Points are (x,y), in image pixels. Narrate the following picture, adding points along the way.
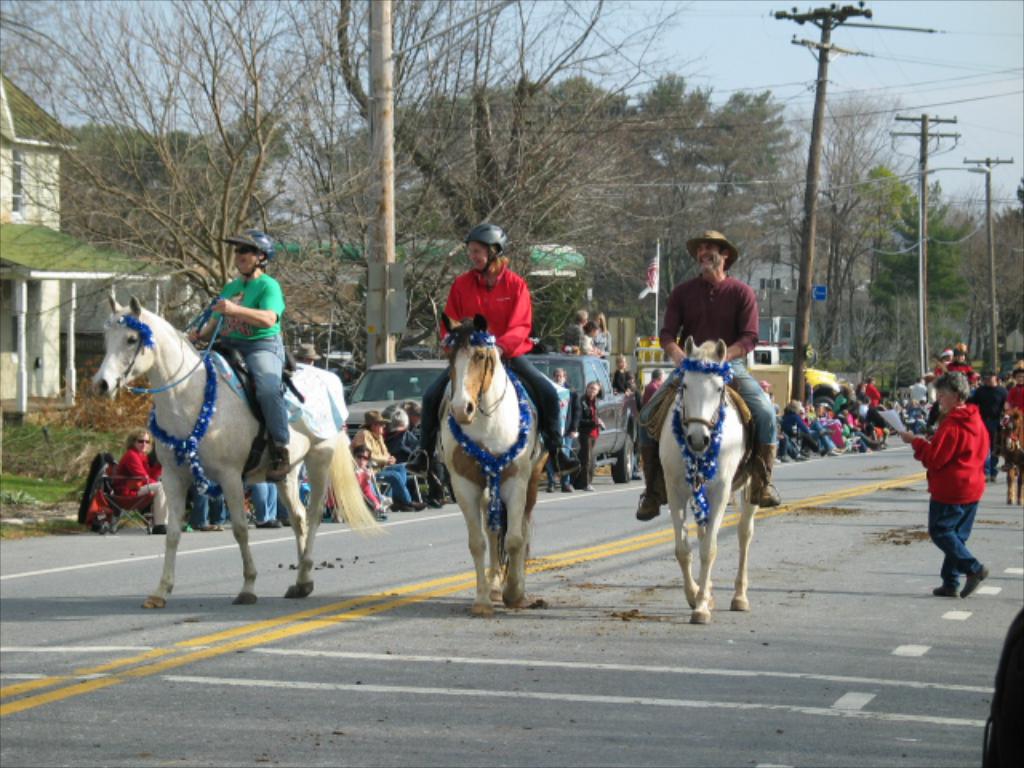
In this image we can see these people (723,335) wearing helmets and shoes (418,468) sitting on the horse (732,398) and riding on the road (433,654). Here we can see a more people (154,501) sitting on the road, we can see current poles (927,131), wires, trees (439,176), houses (42,234), vehicles (419,383) parked here, flag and sky (858,87) in the background (909,82).
